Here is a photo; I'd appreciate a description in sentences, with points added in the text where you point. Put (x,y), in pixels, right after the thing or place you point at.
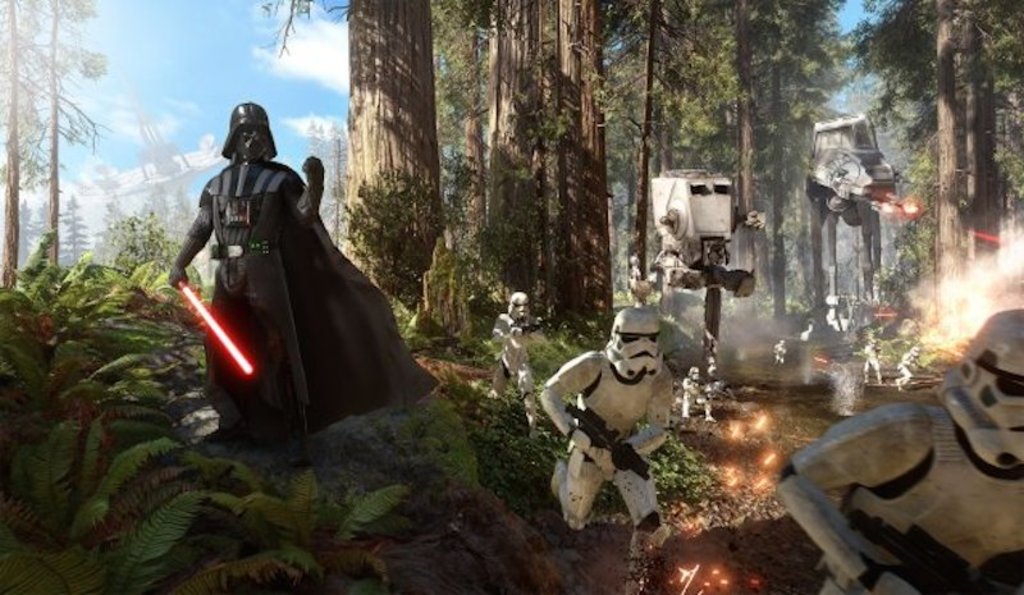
This is an animated picture. In the foreground of the picture (663,421) there are robots (927,444) holding swords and guns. In the background (505,134) there are trees (598,135). On the left (81,370) there are plants (56,436). Sky (186,91) is sunny.
